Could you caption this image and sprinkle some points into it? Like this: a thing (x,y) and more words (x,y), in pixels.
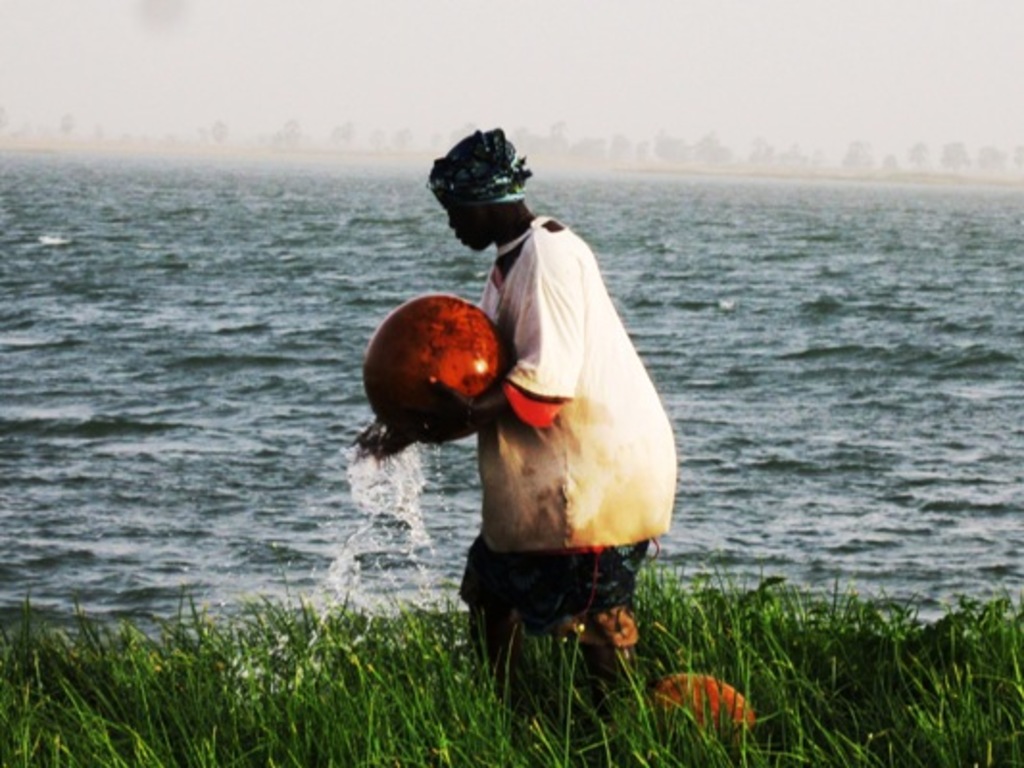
In this image, we can see a person (510,371) holding an object (411,400). We can see some grass (715,650) and an object (708,699) at the bottom (672,697). We can also see some water (972,318) and trees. We can also see the sky (577,121).
